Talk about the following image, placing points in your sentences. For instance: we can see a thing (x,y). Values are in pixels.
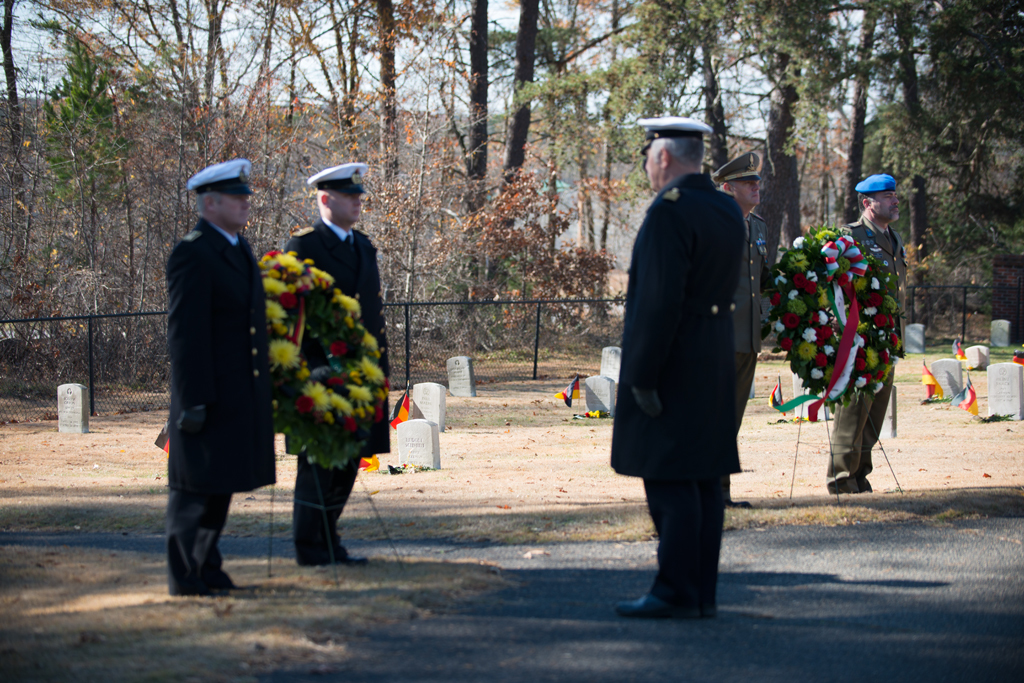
In this image there are two officers (341,238) standing on the floor (247,536) by holding the garland (289,348). In front of them there is an officer (665,402) standing on the floor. In the background (561,42) there are trees (555,54). On the right side (837,264) there are two other officers (883,245) who are holding the garland (812,333). At the bottom (431,455) there are stones (591,384). On the ground (548,396) there are flags (576,391) near the stones (595,405).
